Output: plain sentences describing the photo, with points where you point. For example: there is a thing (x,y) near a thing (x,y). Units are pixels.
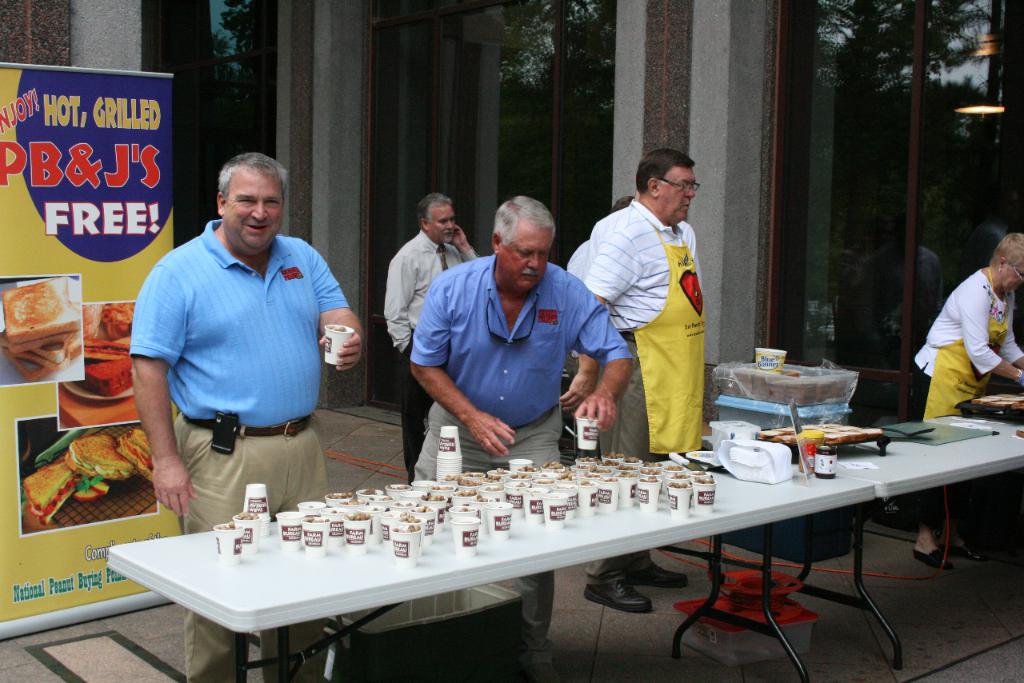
In this image, there are few people (170,262) standing. And the image is clicked outside. There is a table (272,571), in the middle (459,452) on which many glasses (651,497) are kept. To the right (949,331), the woman (954,350) is wearing yellow apron (953,346). To the left (23,406), there is a banner (10,389). In the background (246,78), there is a building (588,100) with mirrors (524,116).
